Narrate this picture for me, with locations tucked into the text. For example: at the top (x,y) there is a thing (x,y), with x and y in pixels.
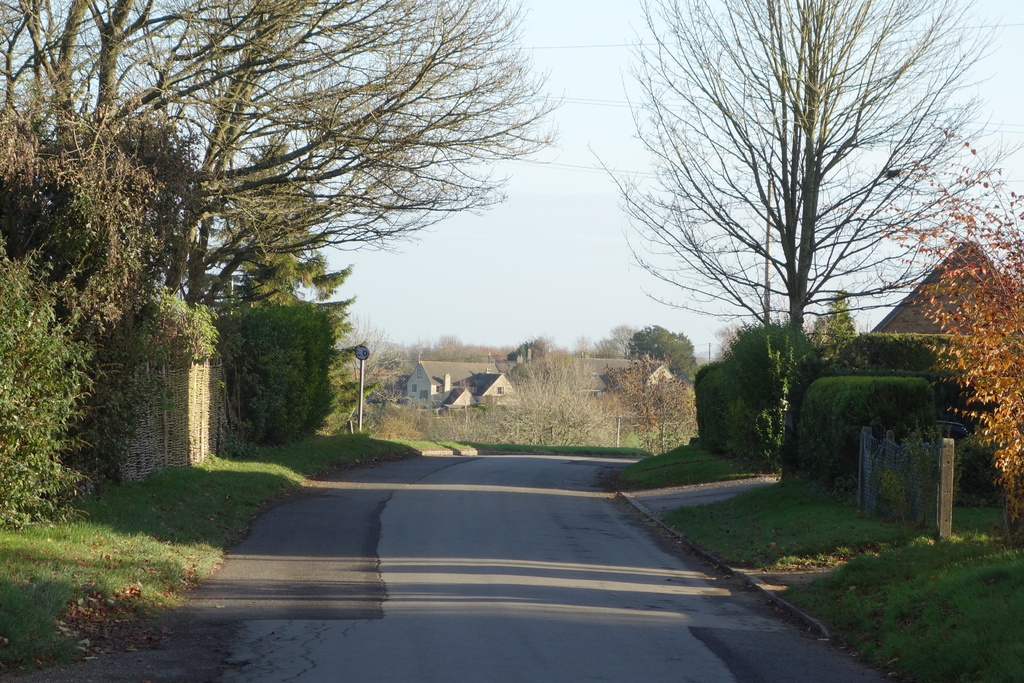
In front of the image there is a road (504,548), besides the road (510,552) there is grass (292,469) on the surface (168,517) and there are sign boards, bushes (254,358), wooden fence (198,395), trees (399,352) and buildings (507,364), at the top of the image (576,157) there are clouds (582,114) in the sky (621,96) and there are electrical cables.
